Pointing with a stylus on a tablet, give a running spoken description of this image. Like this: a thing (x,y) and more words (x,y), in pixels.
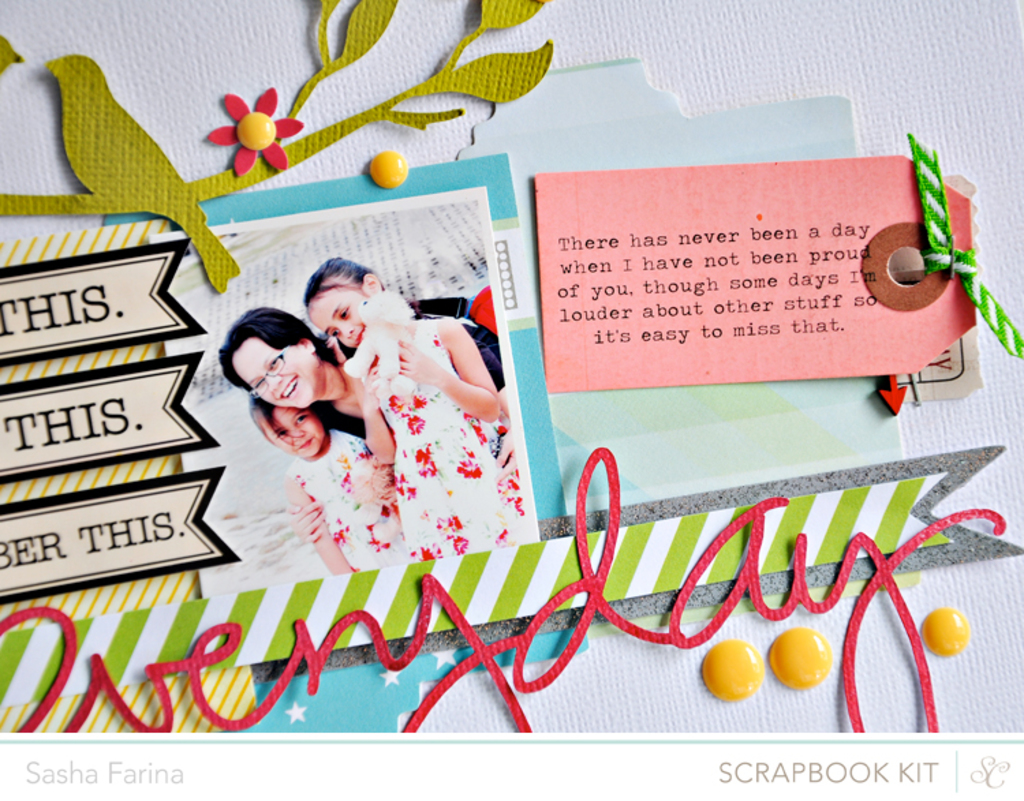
In this image I can see the white colored surface (894,23) and on it I can see few papers (698,215) and a picture (409,371) of few persons (442,437) standing.
